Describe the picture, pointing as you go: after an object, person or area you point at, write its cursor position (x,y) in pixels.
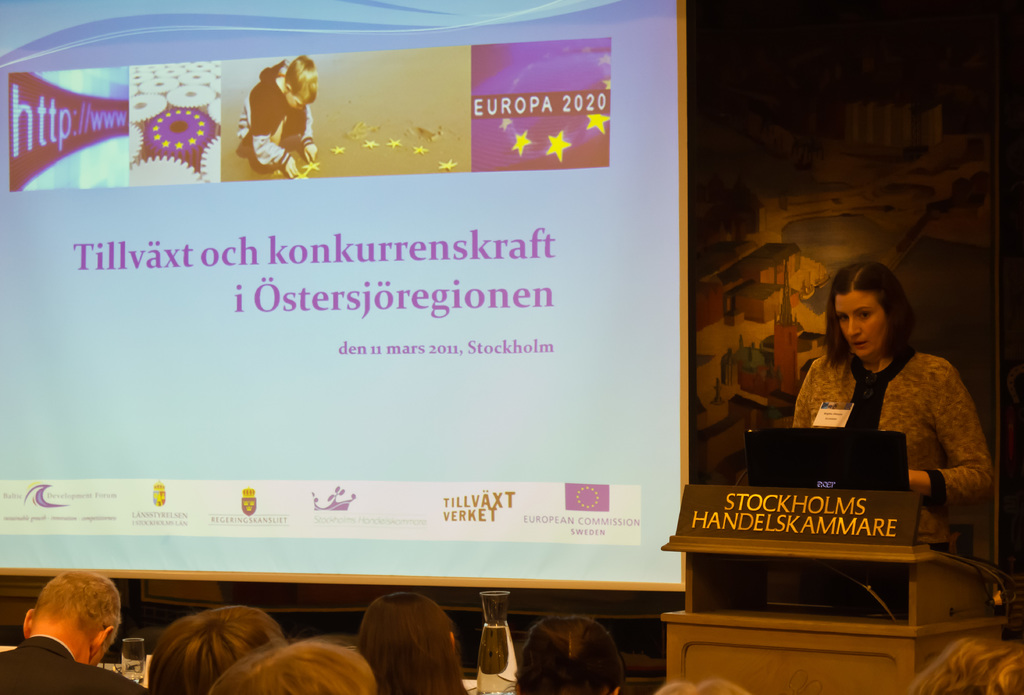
In this picture I can see there is a woman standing and speaking, she is having a wooden table (779,556) in front of her and there is a laptop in front her and there are few people (379,680) sitting here and there is a screen (510,144) in the backdrop (642,559).
